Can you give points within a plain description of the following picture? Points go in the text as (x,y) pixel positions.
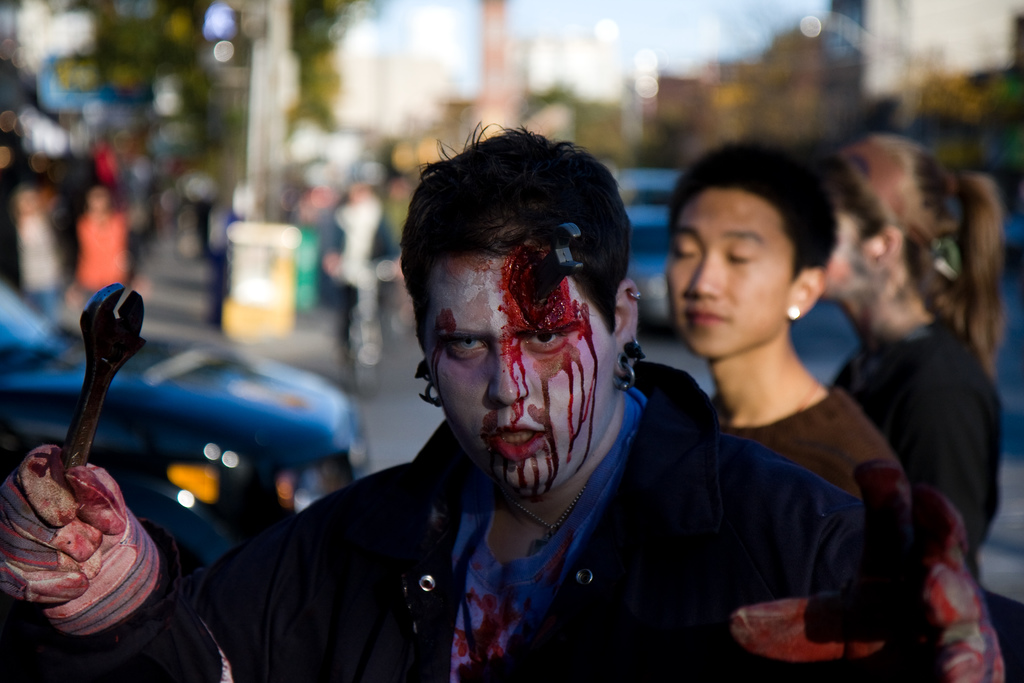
In this picture, we can see a few people (559,357), and among them a person (337,497) with blood (557,306) is holding an object (101,307), and we can see a few vehicles (164,432) and the blurred background (917,113).
